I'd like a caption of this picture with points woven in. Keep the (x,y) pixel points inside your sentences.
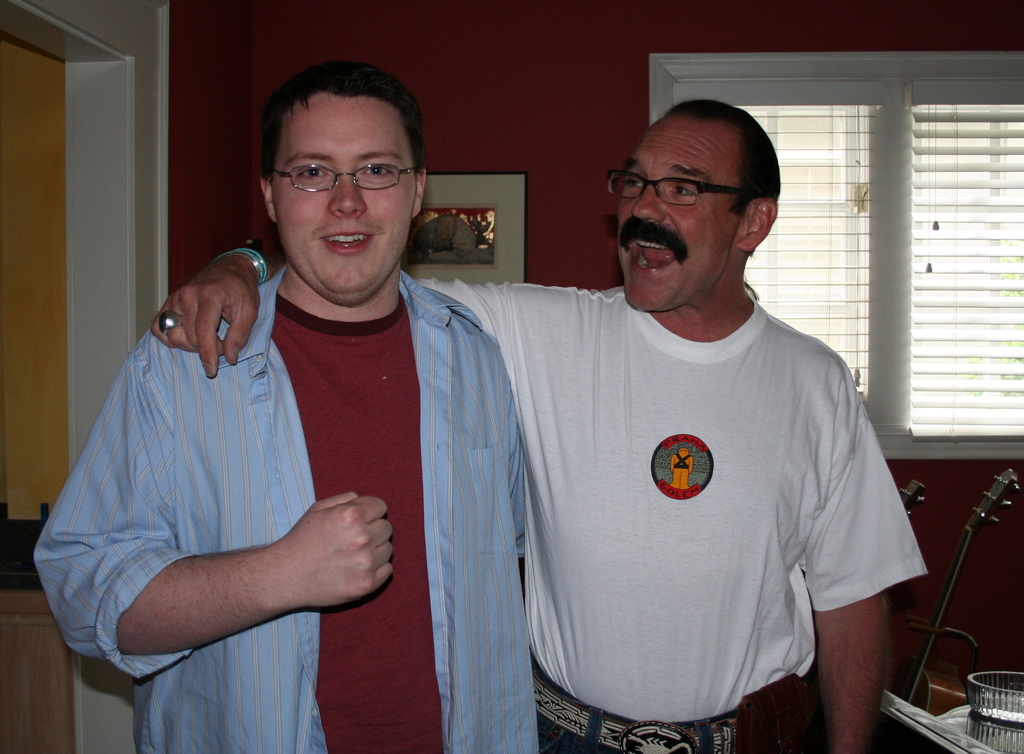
In this image, there are a few people (746,550). We can see some musical instruments (933,697). We can also see some objects (995,684) on the right (1012,694). We can see the wall (574,82) with a frame (519,172) and some windows (843,93). We can also see some objects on the left (109,79).
